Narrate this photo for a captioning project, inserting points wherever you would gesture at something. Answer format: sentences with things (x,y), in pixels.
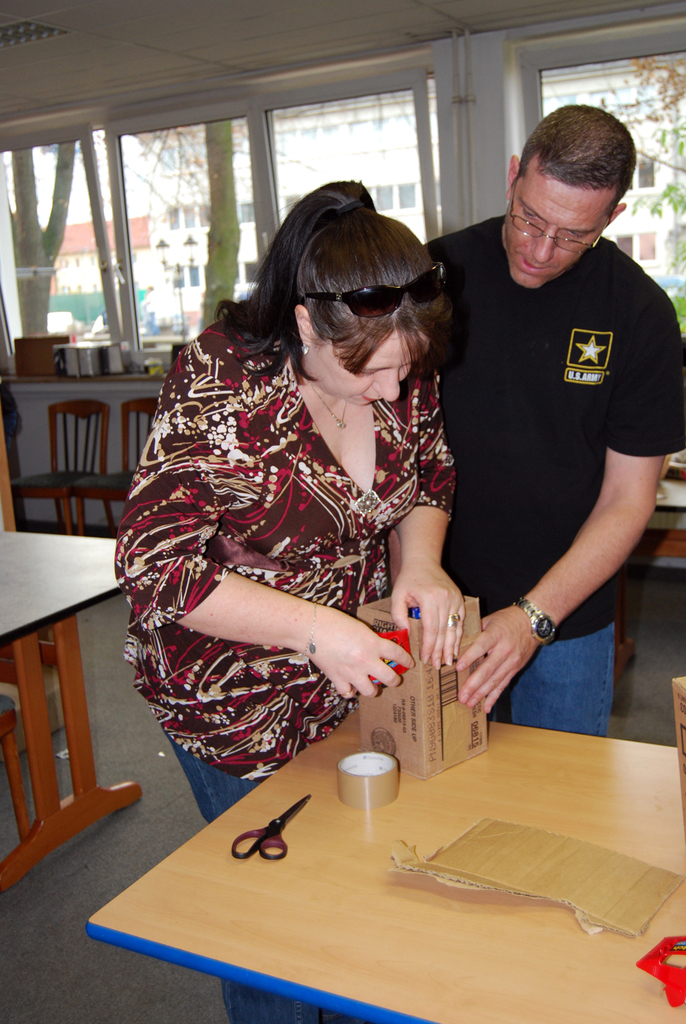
In the center of the image (256,549) we can see a man (471,506) and a lady (298,537) standing and taping a box (408,694) which is placed before them. At the bottom (174,872) there are tables (277,885) and we can see a scissor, tape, cardboard (539,879) and some object (679,973) placed on the table (308,920). In the background (112,517) there are chairs (76,424) and windows (249,159).
